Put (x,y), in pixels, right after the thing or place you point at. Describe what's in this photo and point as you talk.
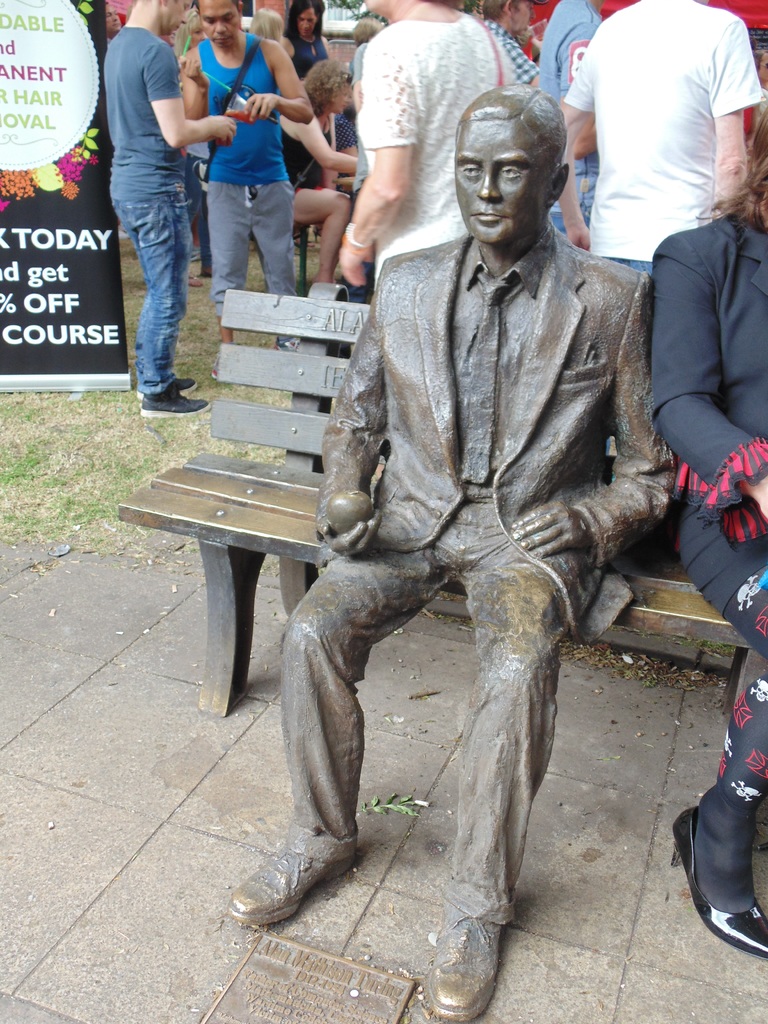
In front of the picture, we see a statue of the man (528,499) is sitting on the bench (283,413). Beside that, we see a person (678,380) is sitting on the bench (665,589). At the bottom (132,983), we see the pavement (160,825) and the grass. In the background (264,120), we see the people (679,77) are standing. We see a woman (308,173) in the black dress (298,167) is sitting on the chair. On the left side (68,358), we see a board (60,195) in white and black color with some text (8,117) written on it.
